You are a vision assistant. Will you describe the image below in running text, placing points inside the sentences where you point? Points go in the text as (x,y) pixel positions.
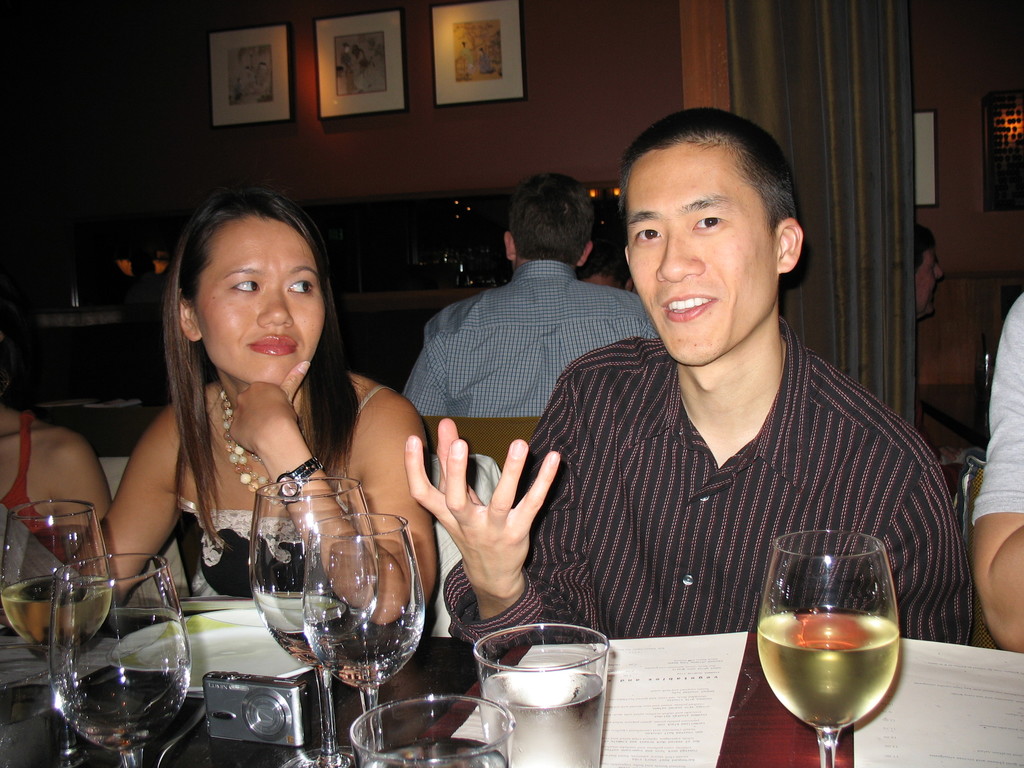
In this image I can see at the bottom (503,752) there are wine glasses (870,619) on the table (471,678). On the right side (858,456) a man (628,474) is talking, he is wearing a shirt (694,528), beside him there is a woman (273,436) looking at him. At the top (474,25) it looks like there are photo frames (451,68) on the wall (416,104).
